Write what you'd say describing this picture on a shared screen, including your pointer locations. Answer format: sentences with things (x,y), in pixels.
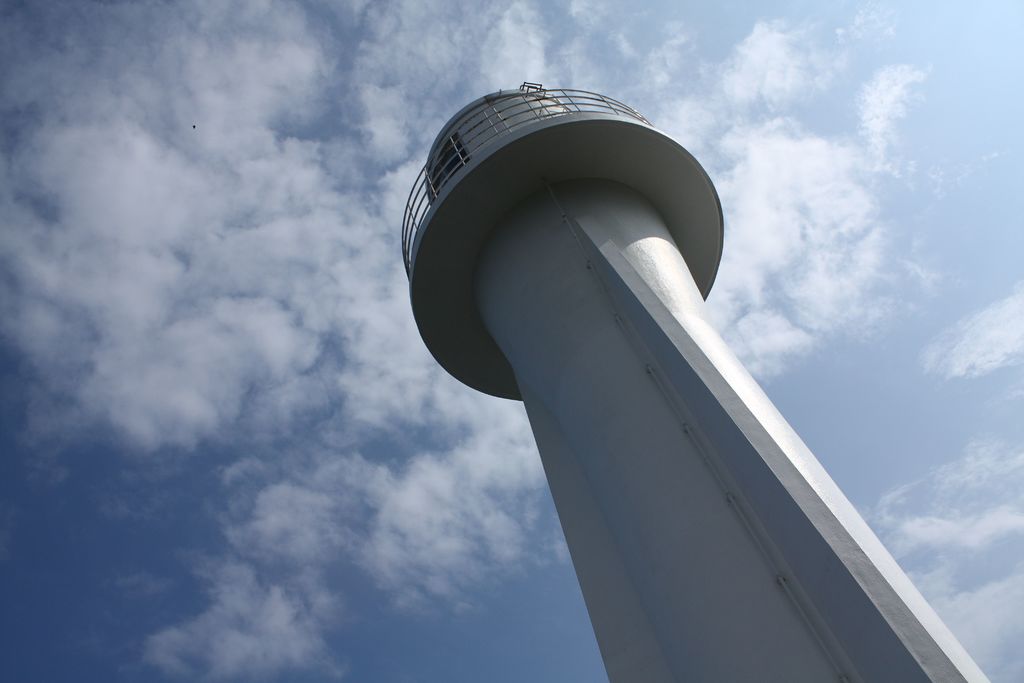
The picture consists of a building (655,397) in the shape of a tower. Sky (256,459) is sunny. The tower (549,367) is painted white.
